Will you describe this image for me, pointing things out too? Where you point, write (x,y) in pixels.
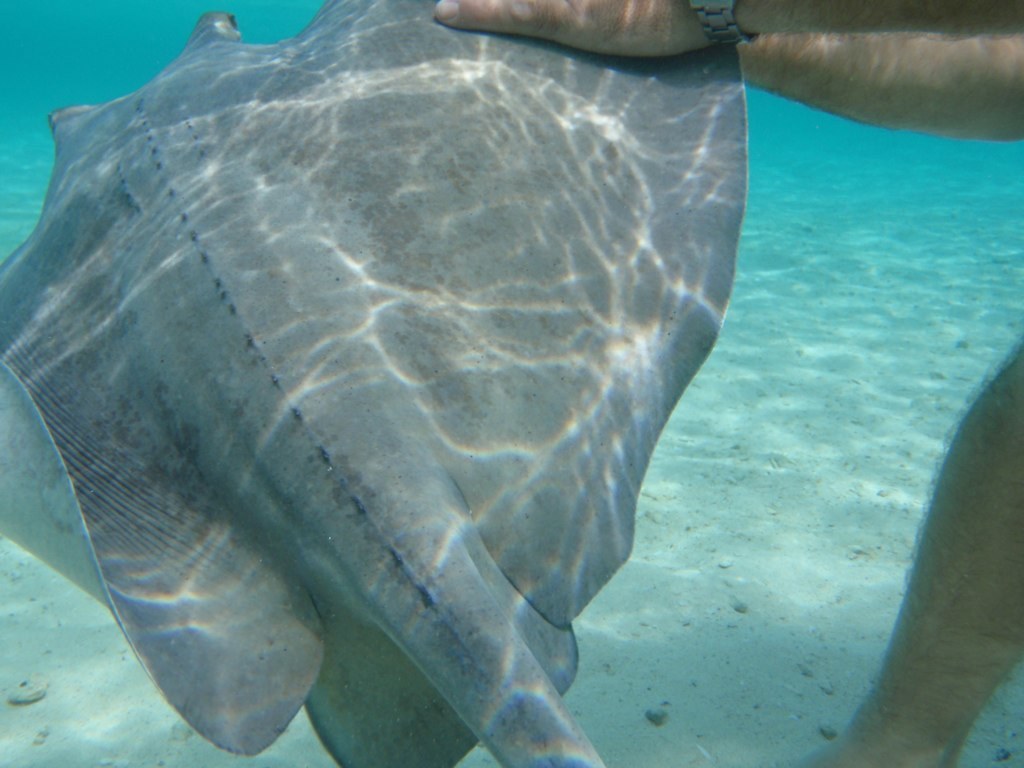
In this image there is a stingray (362,278) in a person's hand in the water (790,357), on the right side of the image (941,542) there is a leg (964,554) of a person (954,498).
